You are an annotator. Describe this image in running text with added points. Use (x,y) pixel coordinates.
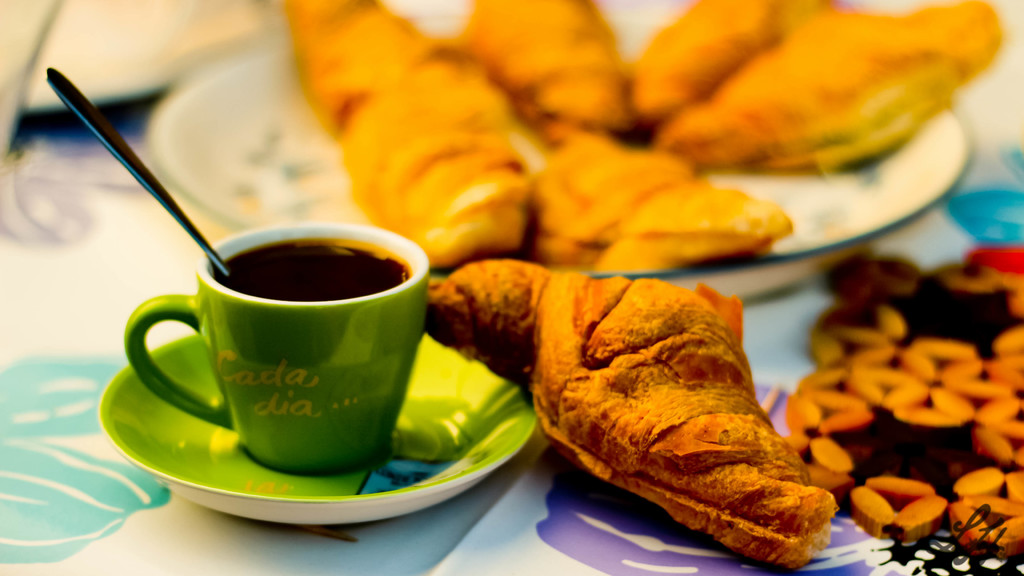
Here I can see a table (117,514) which is covered with a cloth (56,442). On the table (98,453) a tea cup (288,455), saucer (204,474), spoon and a plate (883,205) which consists of some food items (517,179) are placed.
